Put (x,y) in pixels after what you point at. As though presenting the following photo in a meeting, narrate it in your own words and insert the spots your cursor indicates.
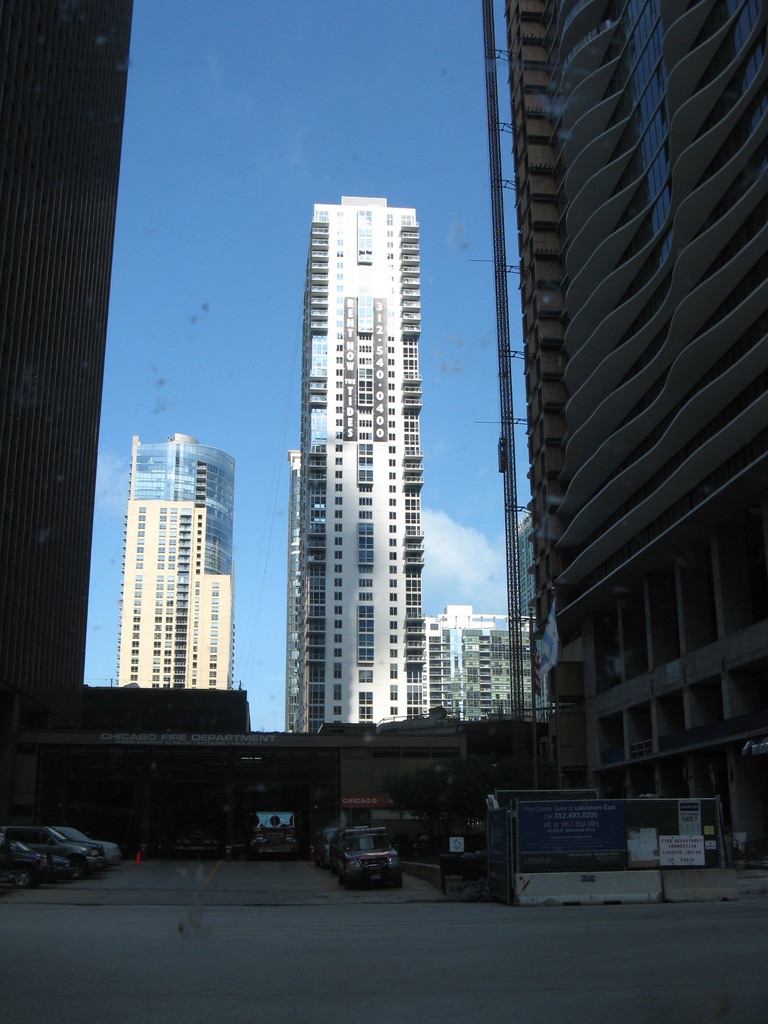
This picture is clicked in the city. Here, we see many buildings (373,379) in this picture. At the bottom of the picture (24,855), there are many cars (65,836) parked on the road (208,955) and beside that, we see an iron fence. At the top of the picture (326,91), we see the sky (162,437), which is in blue color.
